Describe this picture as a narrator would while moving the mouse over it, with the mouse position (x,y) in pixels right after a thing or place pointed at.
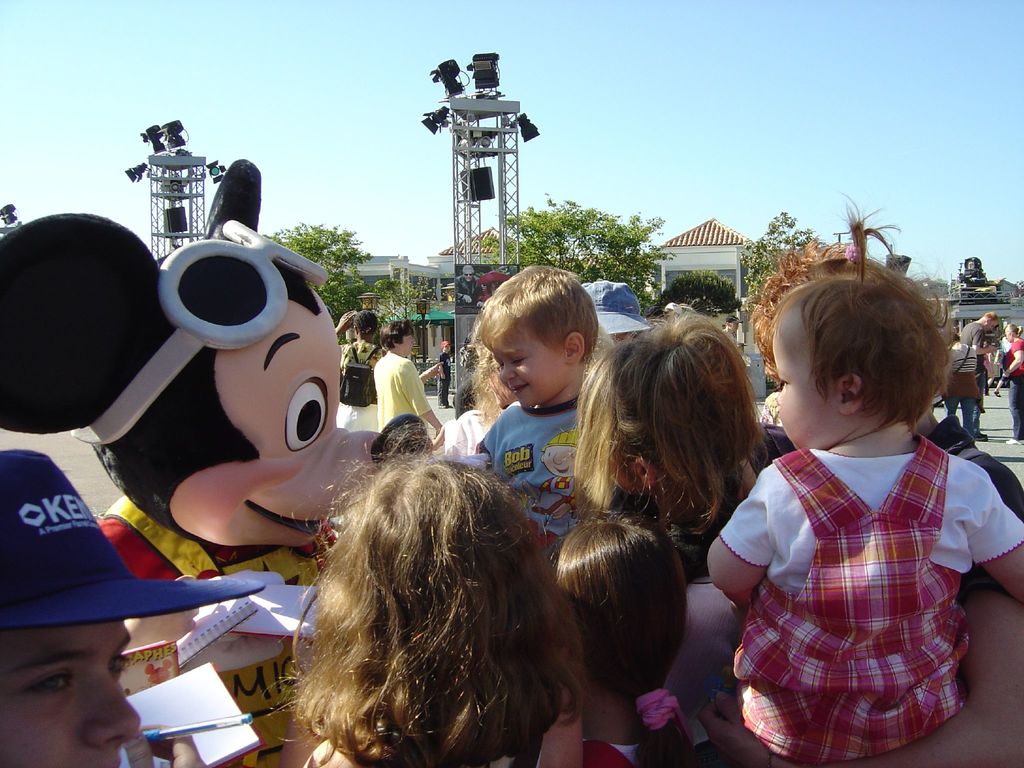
In this image, we can see some kids (541,423) in front of the mascot (269,419). There are towers (201,180) and trees (605,237) in front of the building (450,272). In the background of the image (422,245), there is a sky (535,55).
